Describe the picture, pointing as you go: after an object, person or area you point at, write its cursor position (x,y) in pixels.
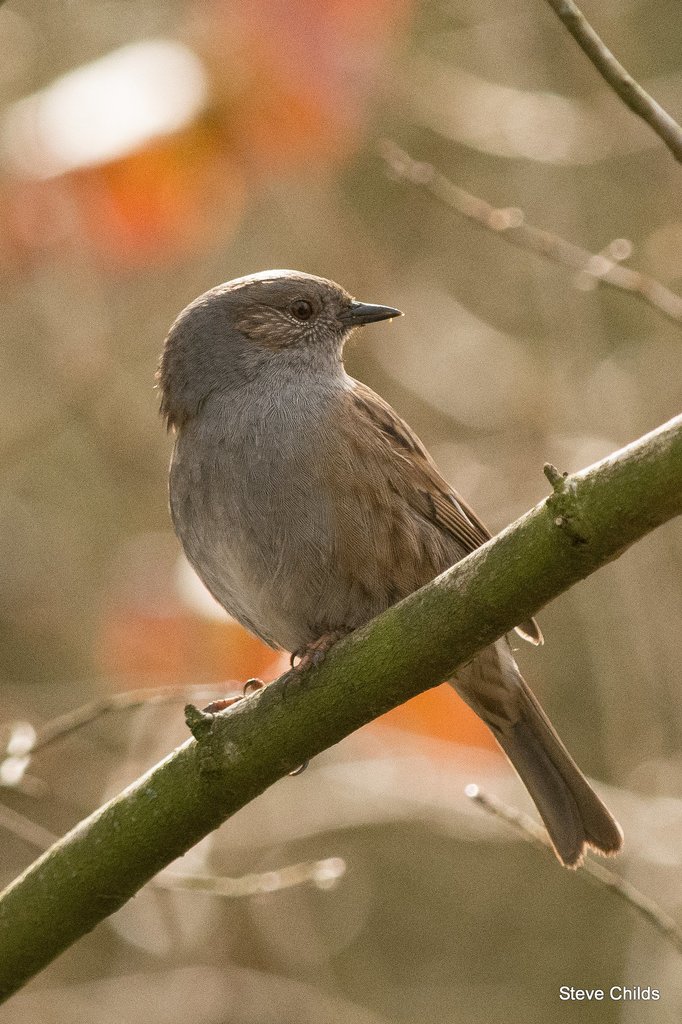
In this picture I can see a stem (521,576) on which there is a bird (289,417) which is of grey and light brown color. I see that it is blurred in the background (41,584). On the bottom right corner of this picture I can see the watermark (560,986).
